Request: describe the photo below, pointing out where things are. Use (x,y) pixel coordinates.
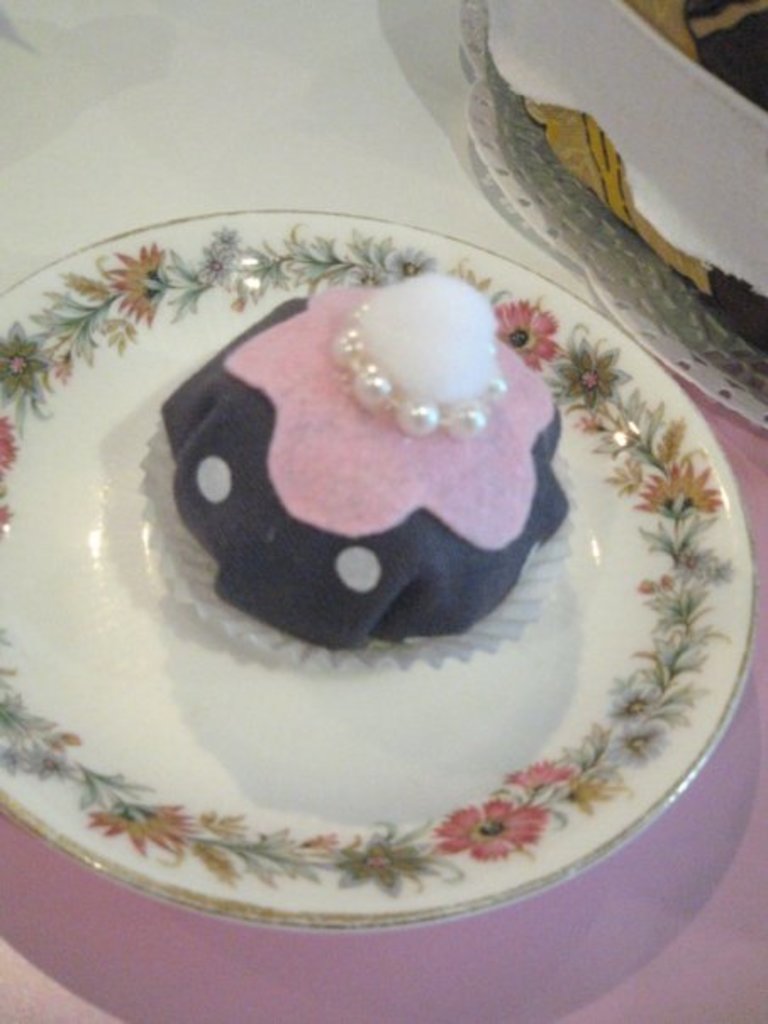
In this image there is a table (717,955), on that table (266,984) there are two plates (609,533), in one plate (299,740) there is a cake (309,298).
